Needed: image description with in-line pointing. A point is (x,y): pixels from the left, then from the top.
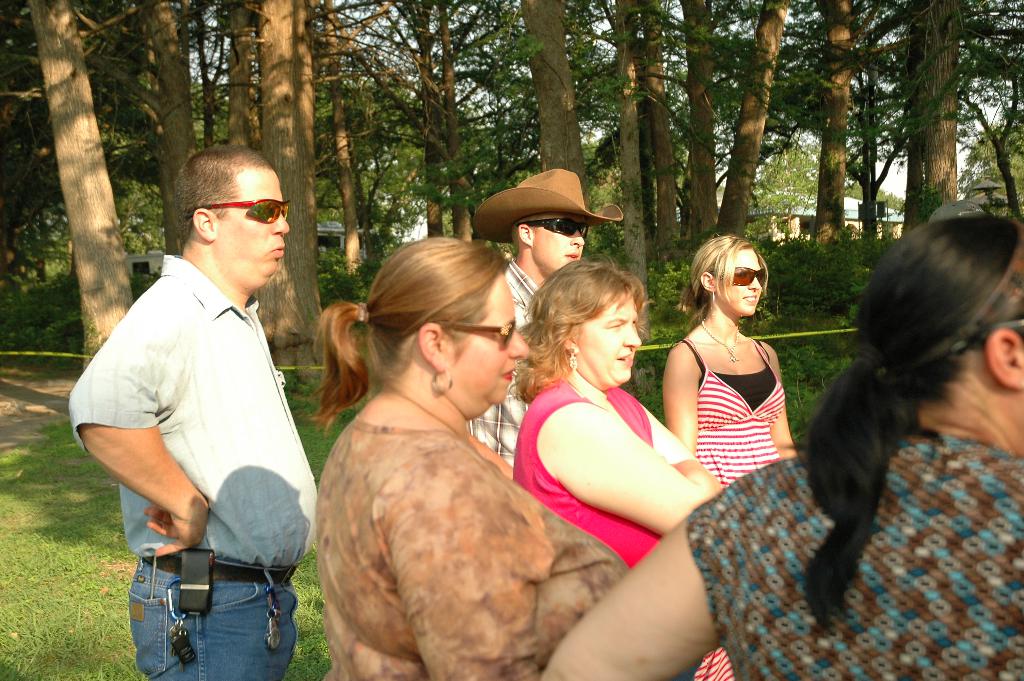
This image is taken outdoors. At the bottom of the image (60,643) there is a ground (40,630) with grass (50,567) on it. In the background (783,240) there are many trees (300,310) and plants (814,274) and there are two houses (857,209). On the left side of the image (262,286) a man (162,404) is standing on the ground (86,648). On the right side of the image (826,571) there is a woman (826,571). In the middle of the image (599,269) a man (546,243) and three women (585,449) are standing on the ground (313,658).
